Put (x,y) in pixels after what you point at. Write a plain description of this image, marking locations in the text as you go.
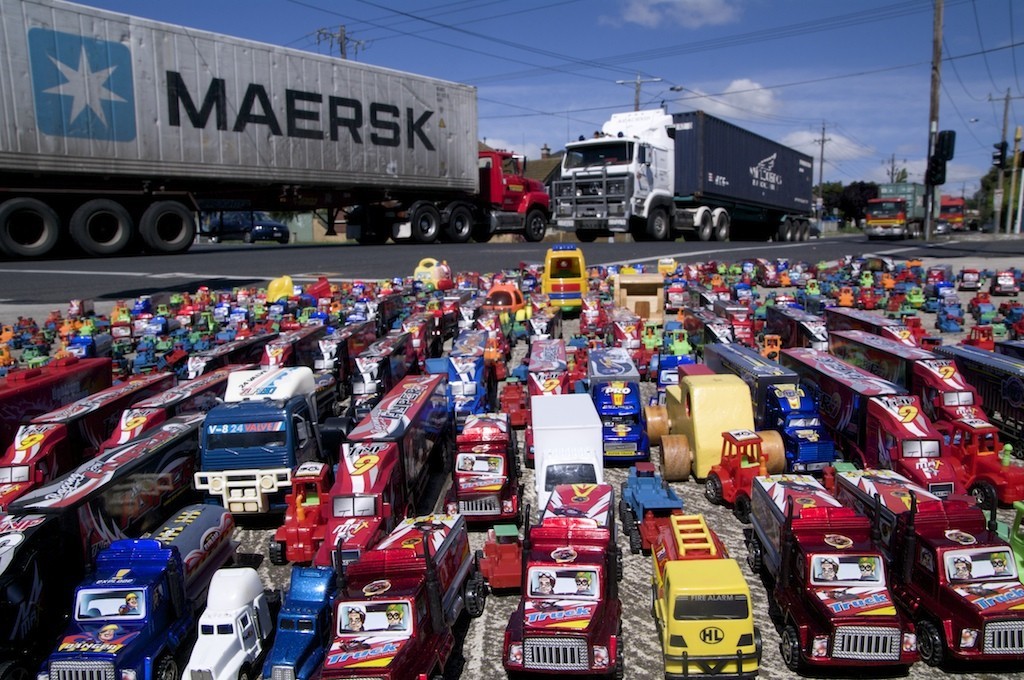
In this image there are vehicles (410,190) on the road (321,259). At the bottom (302,475) there are toys (667,403). In the background (800,51) there are poles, wires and sky (687,53).
